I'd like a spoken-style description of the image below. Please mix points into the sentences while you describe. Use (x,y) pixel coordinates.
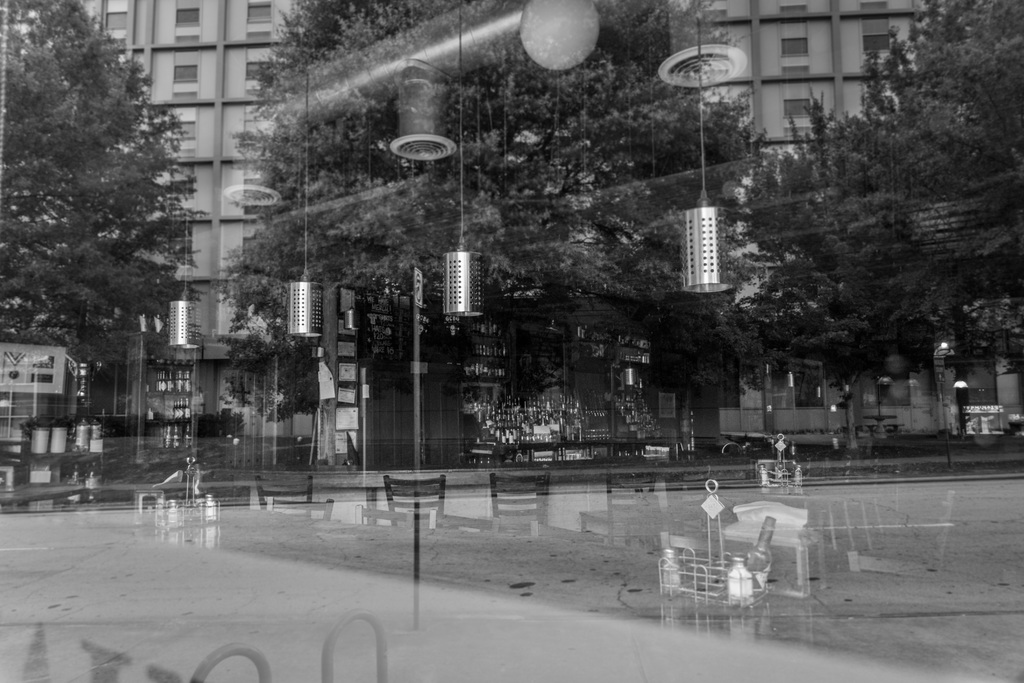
This is a black and white picture. I can see the reflection (619,243) of a building (778,87), trees (274,269), chairs (607,527) and some other objects (779,454) on the transparent glass (440,492).
